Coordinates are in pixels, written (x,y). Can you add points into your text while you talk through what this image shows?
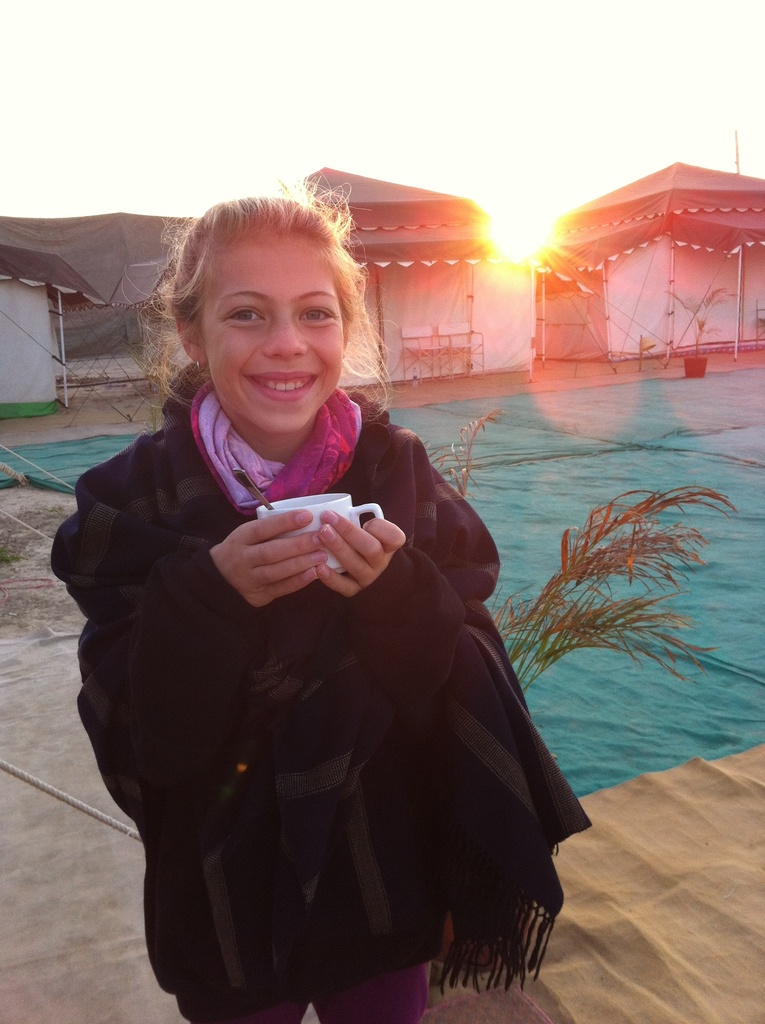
In this picture we can see one girl (245,664) is standing on the floor (16,947) and holding the cup (321,523) in her hands (321,549), back side we can see some tents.
